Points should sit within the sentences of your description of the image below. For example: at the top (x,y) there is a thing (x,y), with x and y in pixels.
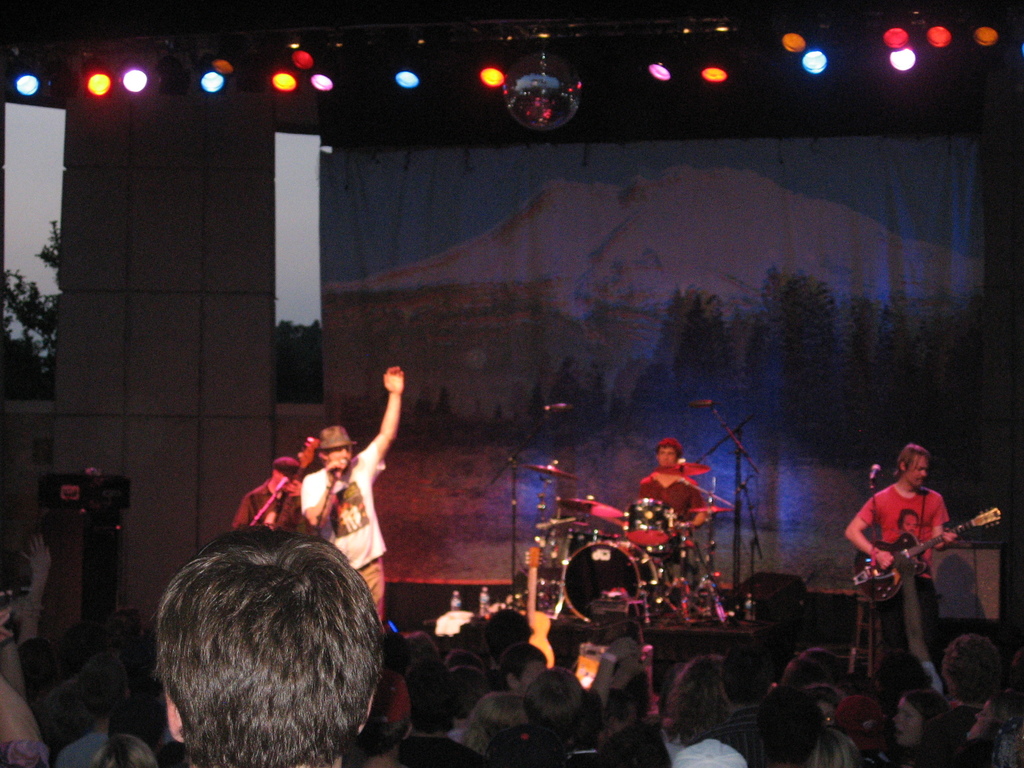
In this image, there is a crowd (394,721) facing at this four persons (360,510). This person (933,516) is standing in front of this mic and playing a guitar (887,542). There are some musical instrument (619,515) in front of this person (661,445). This person (375,517) is standing and holding a mic (333,473) with his hand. There are some lights (33,85) at the top (980,34).
